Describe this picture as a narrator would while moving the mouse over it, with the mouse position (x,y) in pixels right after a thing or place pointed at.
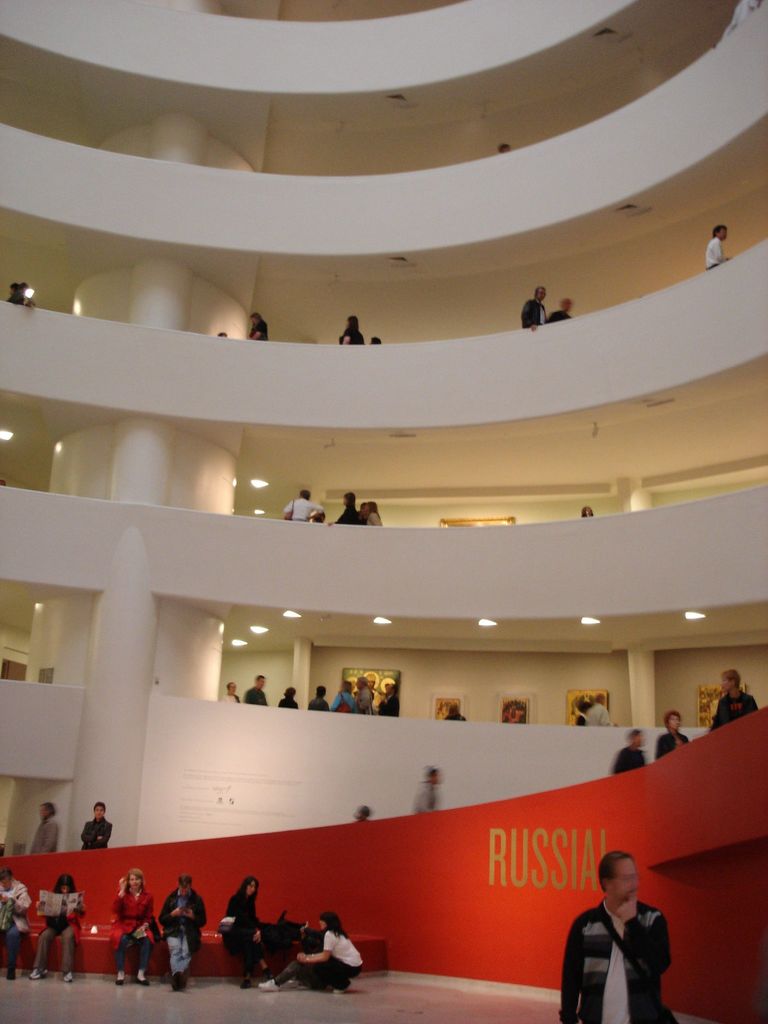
This image is taken inside of a building (537,989), where there is a man (630,955) on the right side (624,976). In the background (297,615), there are persons (12,885) sitting, number of floors (540,500), lights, and few persons (355,518) are standing.
